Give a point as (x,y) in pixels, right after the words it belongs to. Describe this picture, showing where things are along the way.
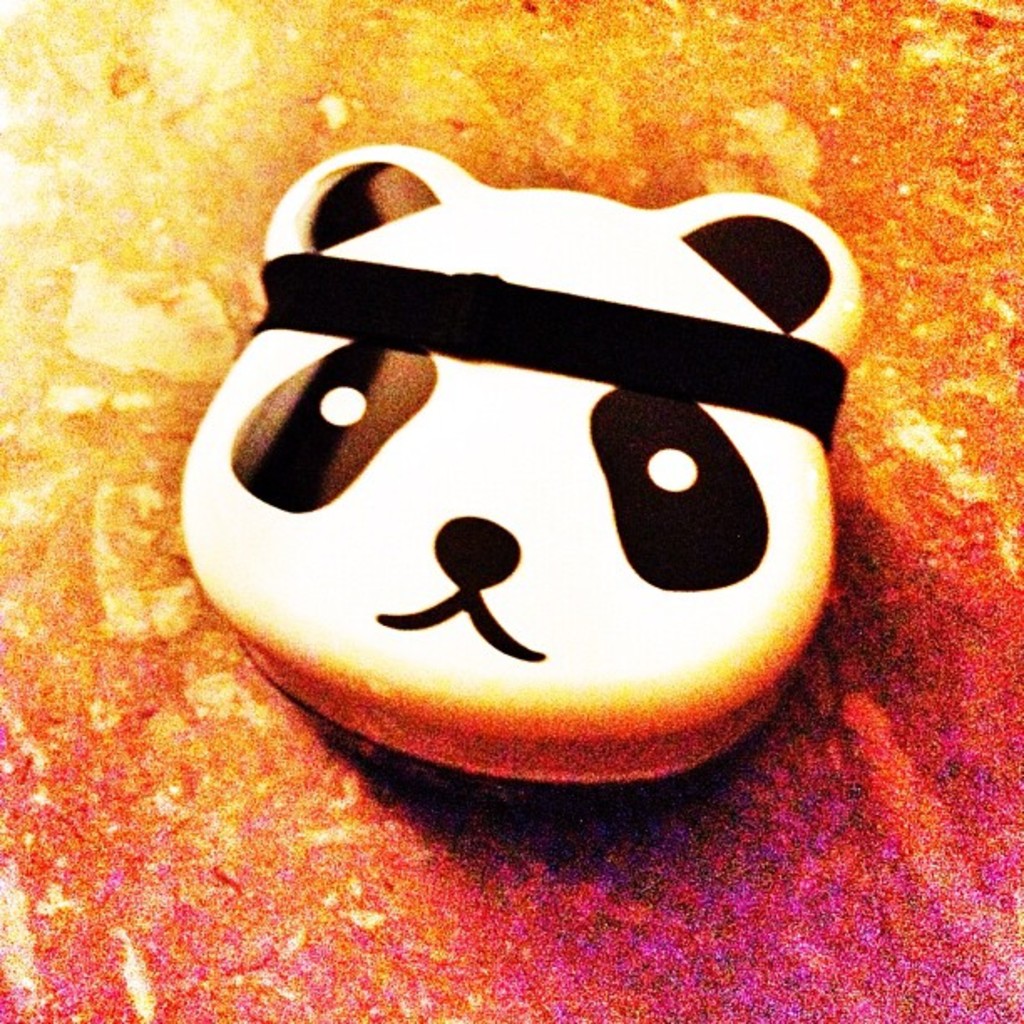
In the picture I can see the face (499,511) of a panda toy (487,546) which is placed on the surface (236,827).
